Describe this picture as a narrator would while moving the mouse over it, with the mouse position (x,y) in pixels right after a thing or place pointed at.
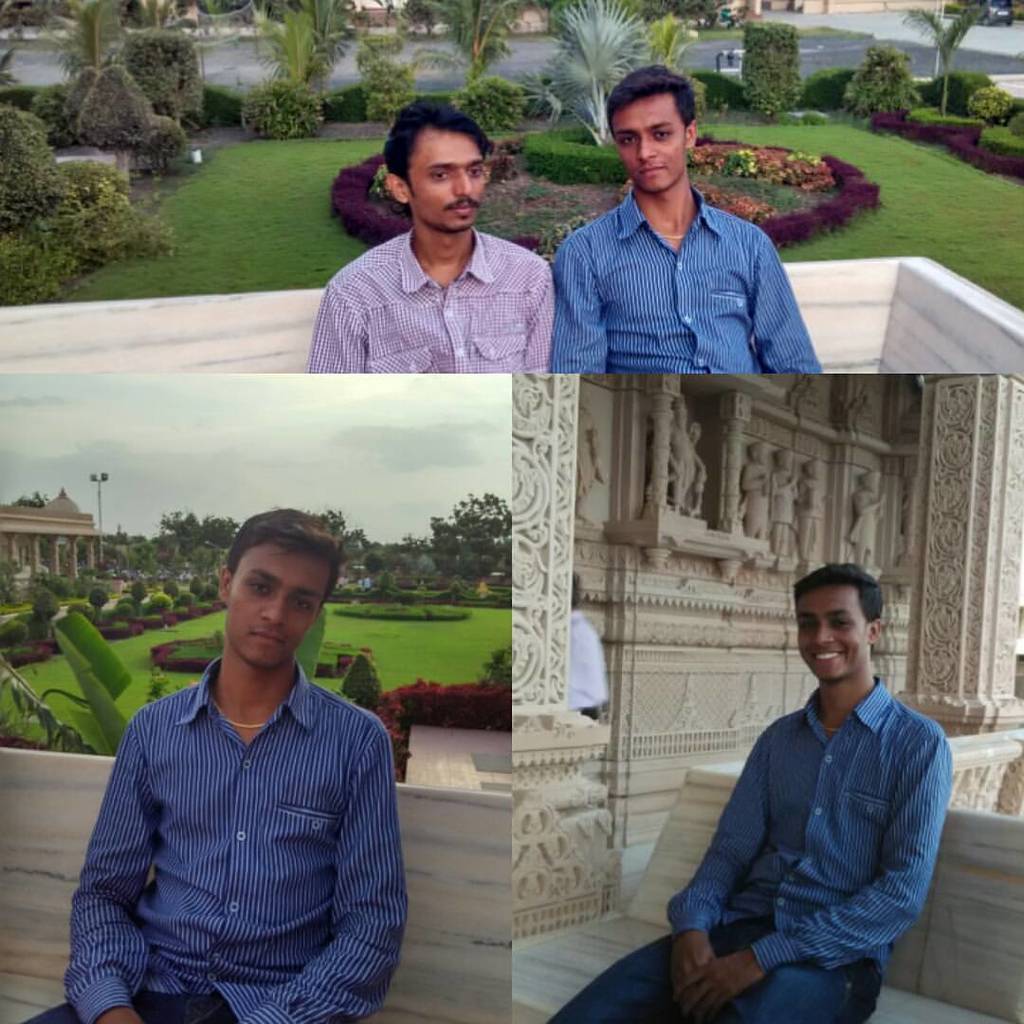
In this image I can see a collage picture in which I can see two persons (439,322) wearing purple and blue colored dresses (473,317) are sitting on a white colored bench (867,329). I can see few plants (113,664), few flowers (761,164) which are orange and yellow in color and a building (766,471) which is cream in color. In the background (391,490) I can see the sky (300,466).
